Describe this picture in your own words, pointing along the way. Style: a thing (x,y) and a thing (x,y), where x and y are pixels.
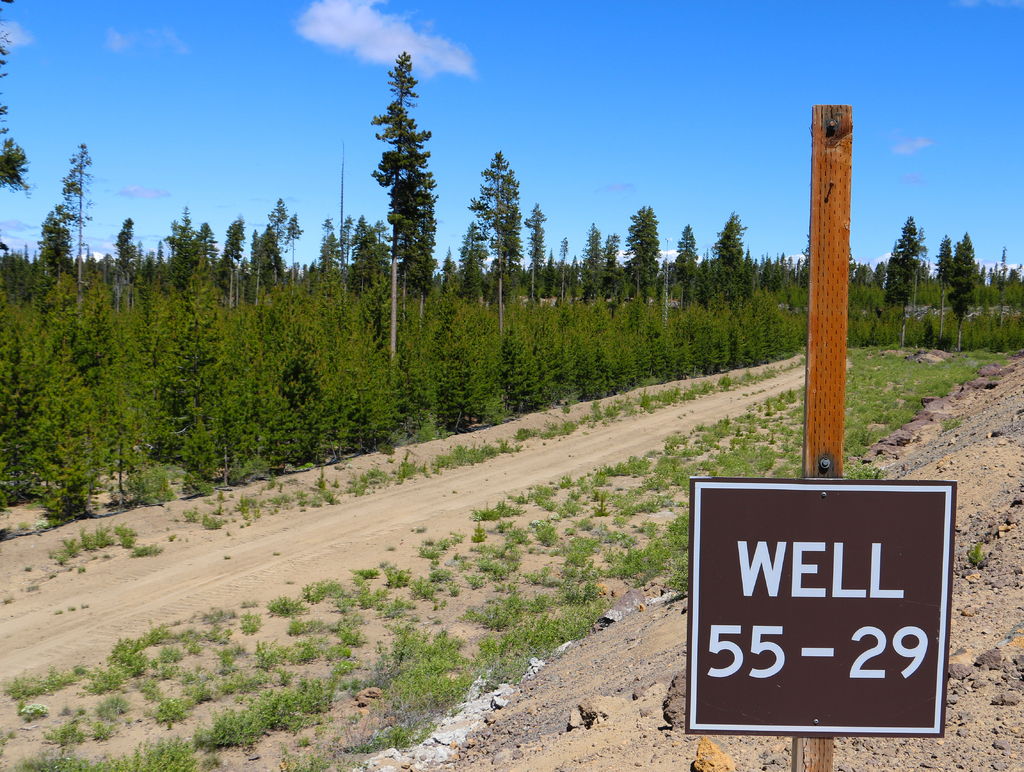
In this image I can see the board (714,510) to the pole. On the board (703,566) there is name (762,549) well is written. To the side I can see the ground (377,575) and plants (531,625). In the background (713,237) there are many trees (398,334), clouds (345,39) and the blue sky (496,86).
